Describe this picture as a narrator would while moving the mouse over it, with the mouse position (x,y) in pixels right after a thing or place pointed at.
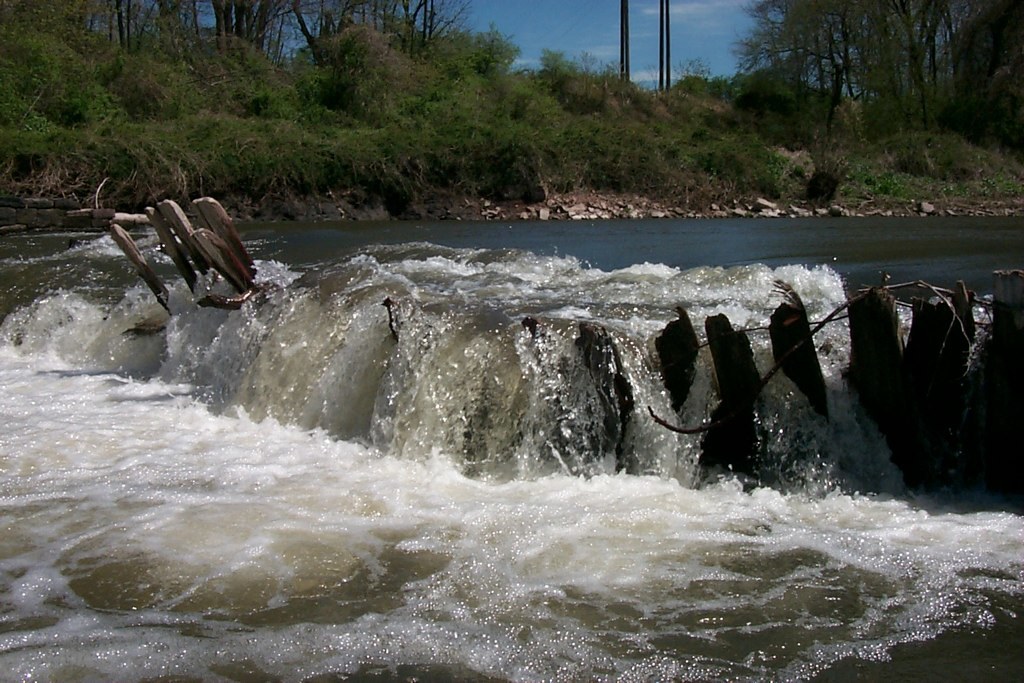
In the picture I can see water (736,232). In the background (403,72), I can see groups of trees (403,72). There are clouds (638,71) in the sky (569,42).
